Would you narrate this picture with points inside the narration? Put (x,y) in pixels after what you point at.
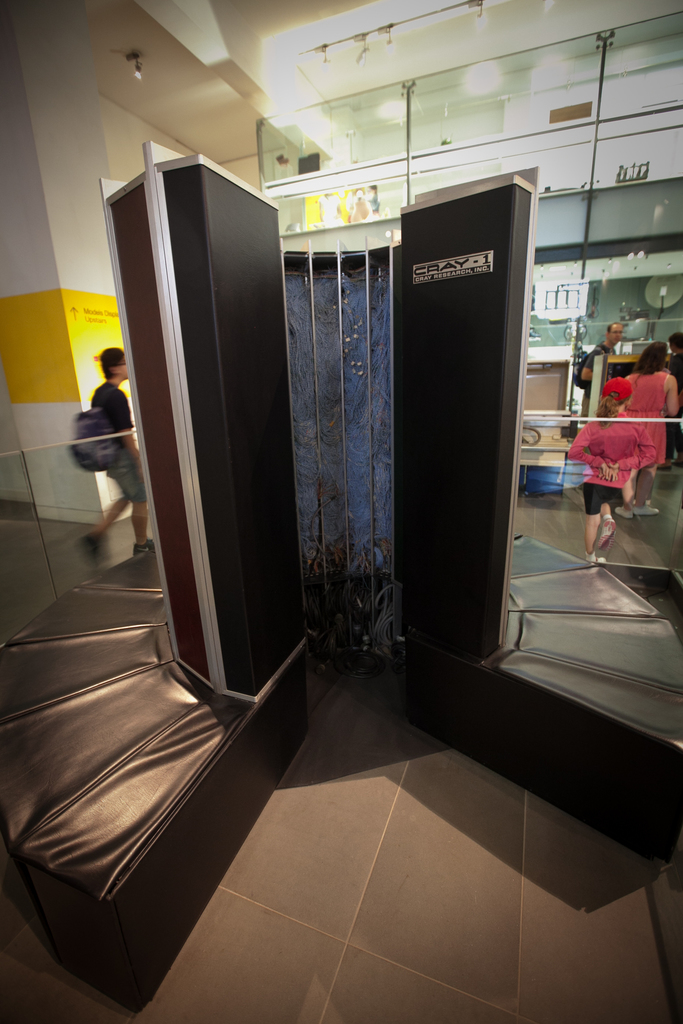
In this image it is looking like cupboard cum sofa (410,592). I can see few people (133,479). In the background (118,527) I can see few glasses (347,156) and lights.
